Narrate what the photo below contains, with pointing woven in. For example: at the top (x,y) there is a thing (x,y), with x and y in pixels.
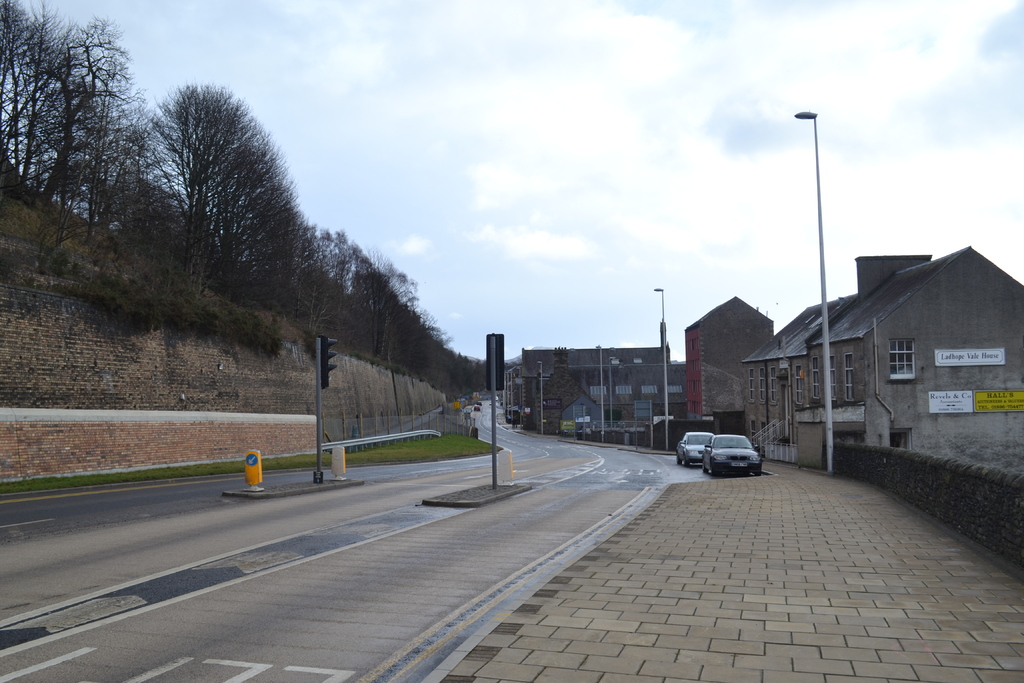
In the center of the image (516,443) there is road (593,469). There are cars (715,459). To the right side of the image (837,418) there are houses (806,342). There are light poles (830,418). To the left side of the image (217,224) there are trees (207,274). There is wall (215,409). At the top of the image (562,65) there is sky (649,113) and clouds (600,109).
